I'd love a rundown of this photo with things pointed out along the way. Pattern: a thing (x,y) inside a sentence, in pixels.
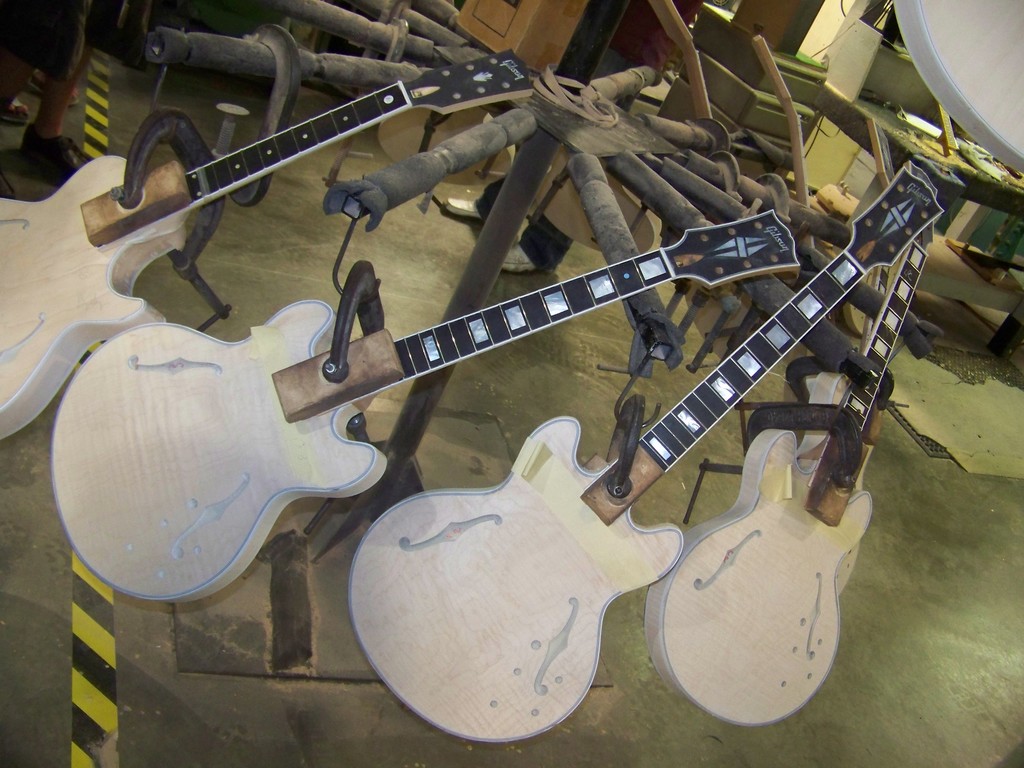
This image consist of guitars (423,333). There is a table (853,115) on the right side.
